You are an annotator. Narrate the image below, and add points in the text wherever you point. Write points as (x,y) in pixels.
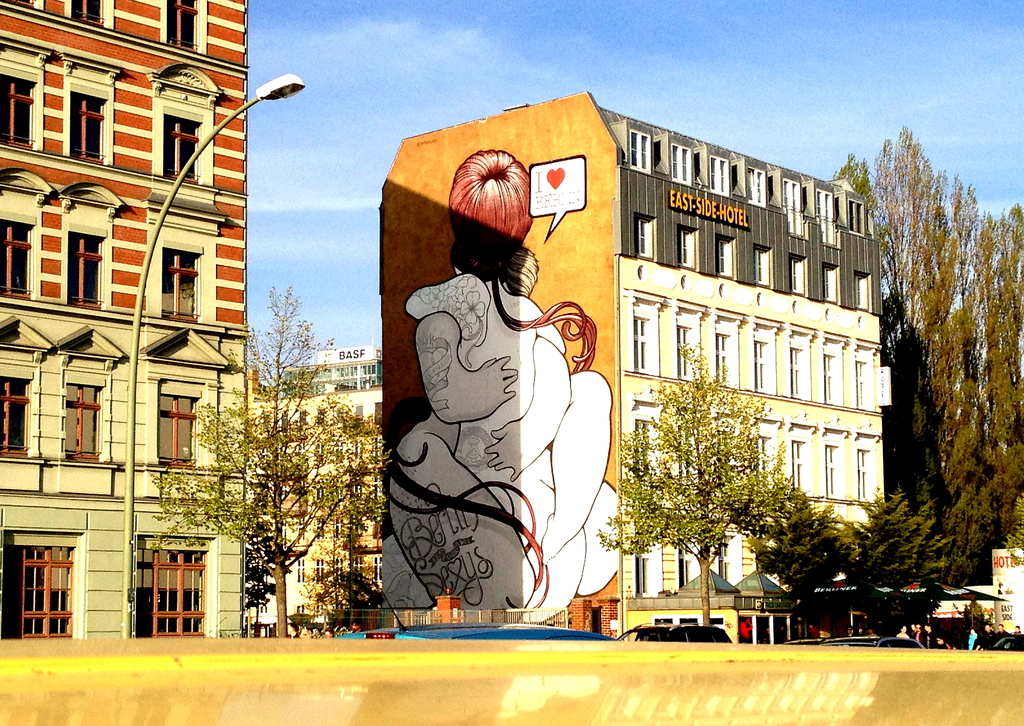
In the image there are buildings (176,441) in the background (138,384) with trees (753,426) in front of it and cars (706,638) on the road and above its sky (357,88) with clouds (422,47).
